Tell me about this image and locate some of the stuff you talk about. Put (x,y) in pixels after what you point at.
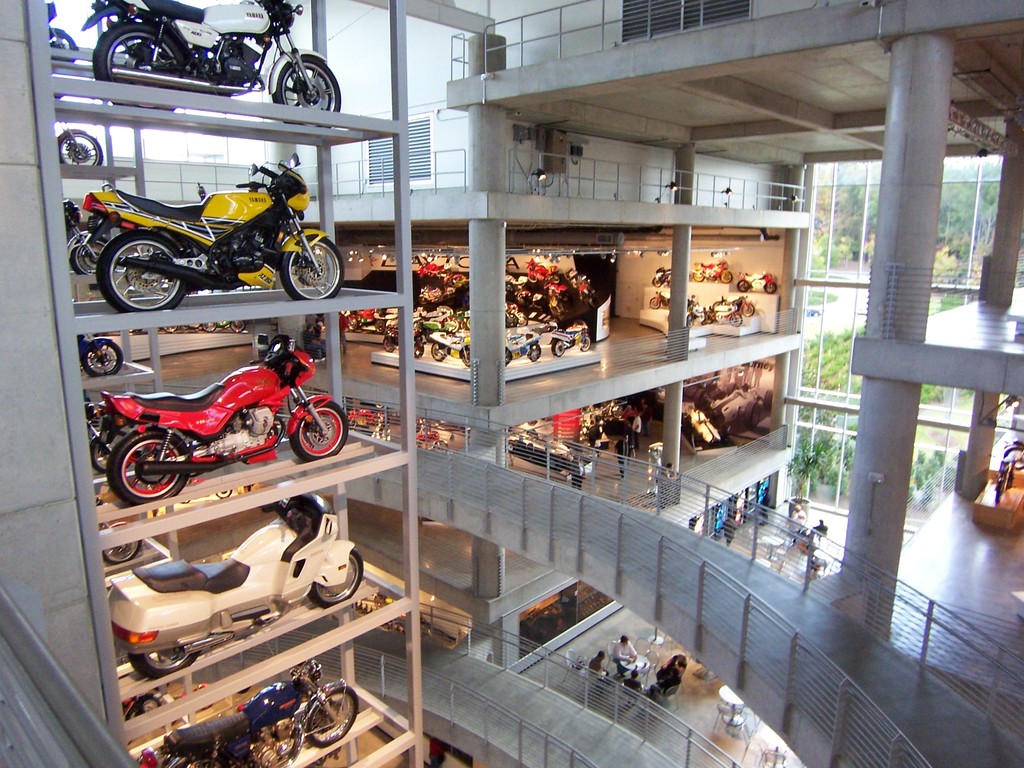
In this image I can see so many bikes (95,258) displayed inside the building (464,625), also there is a view of trees (851,445) outside the building (13,214).
